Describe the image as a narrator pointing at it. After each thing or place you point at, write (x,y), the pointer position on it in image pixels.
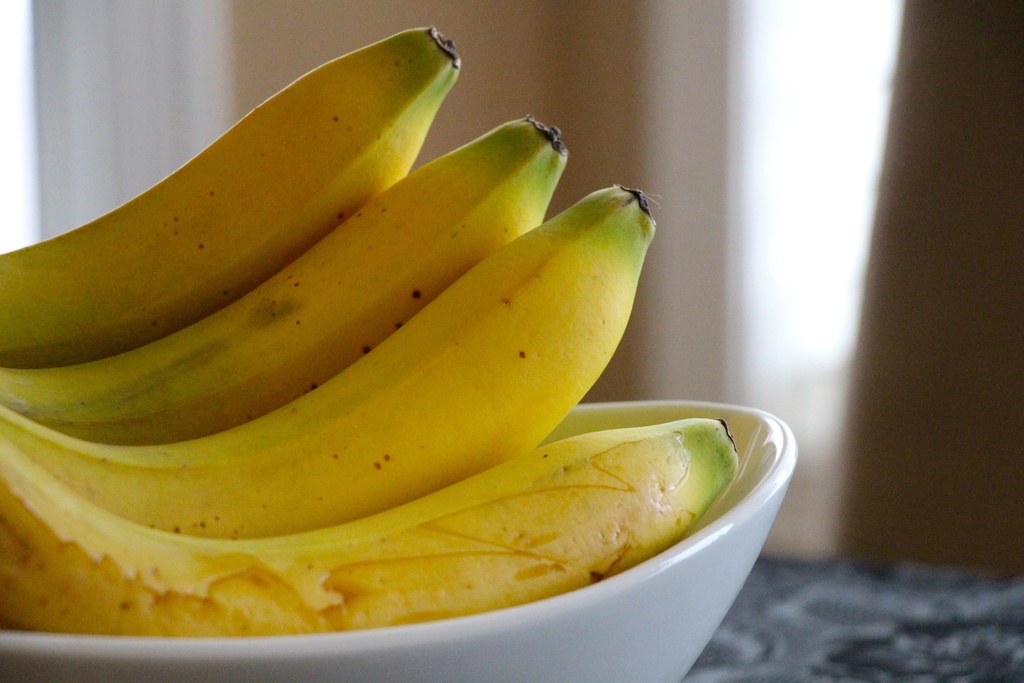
In this image there is a table (843,629), on that table (850,628) there is a bowl (664,650), in that bowl (366,670) there are bananas (388,480), in the background (956,297) it is blurred.
